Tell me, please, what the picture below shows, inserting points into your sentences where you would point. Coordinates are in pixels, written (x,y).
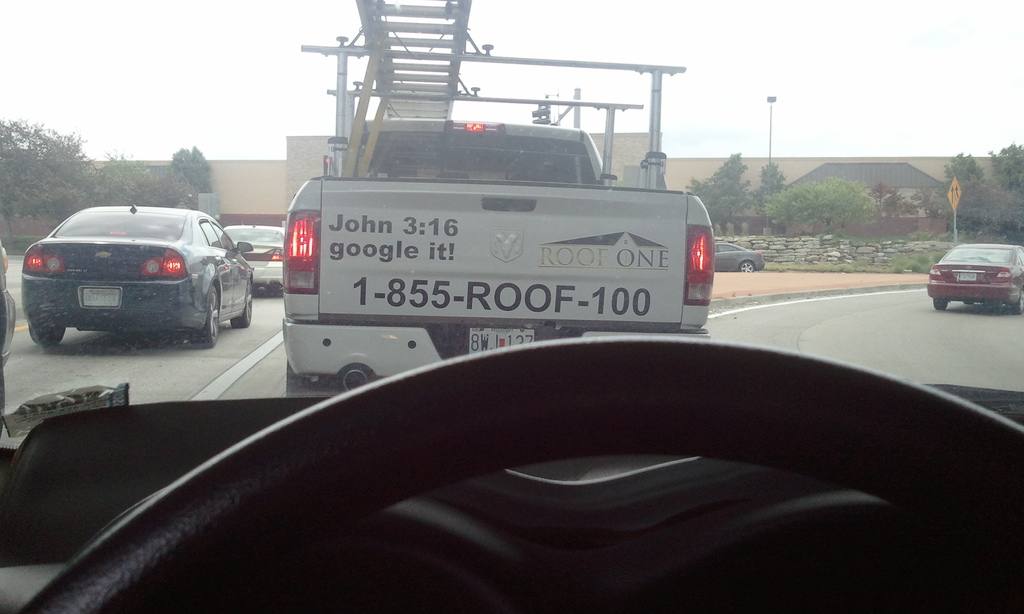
We can see vehicles (705,322) on the road (14,363). On the background (637,150) we can see wall (683,166), board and light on poles (955,229), trees (1014,181) and sky (888,10).
